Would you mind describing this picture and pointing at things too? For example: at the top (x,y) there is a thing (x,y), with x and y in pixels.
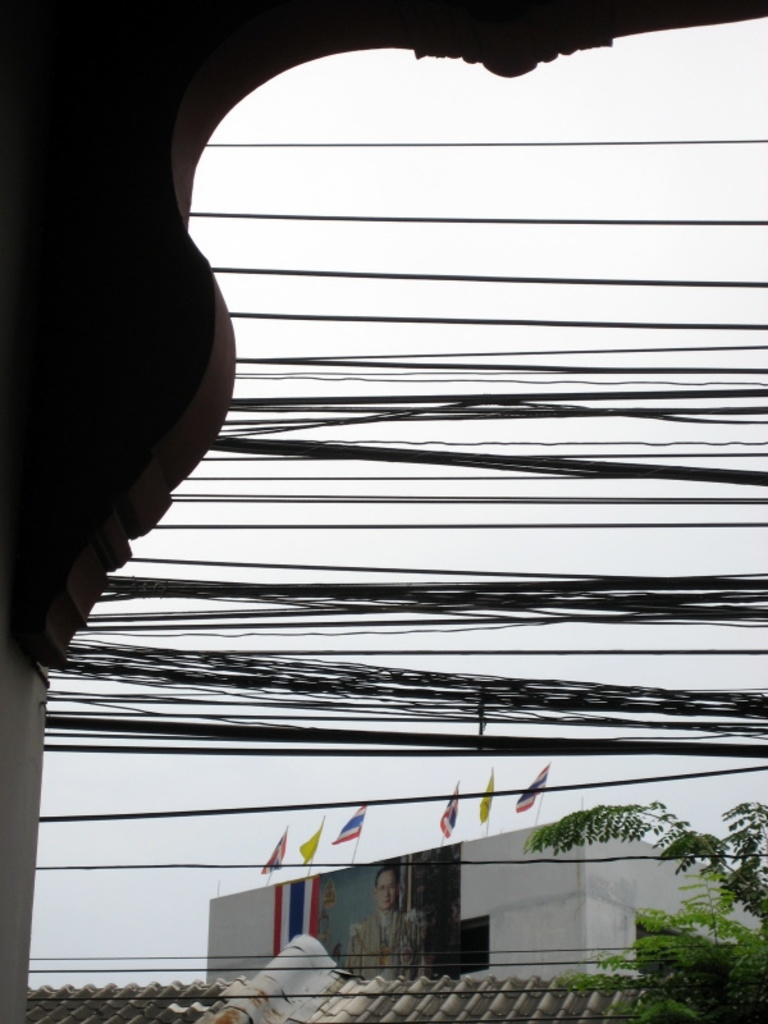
In the picture I can see flags (452,816) on a building (493,923). I can also see a tree (719,938), a roof (401,1005) and some other objects (150,431). In the background (475,309) I can see the sky (505,308).
